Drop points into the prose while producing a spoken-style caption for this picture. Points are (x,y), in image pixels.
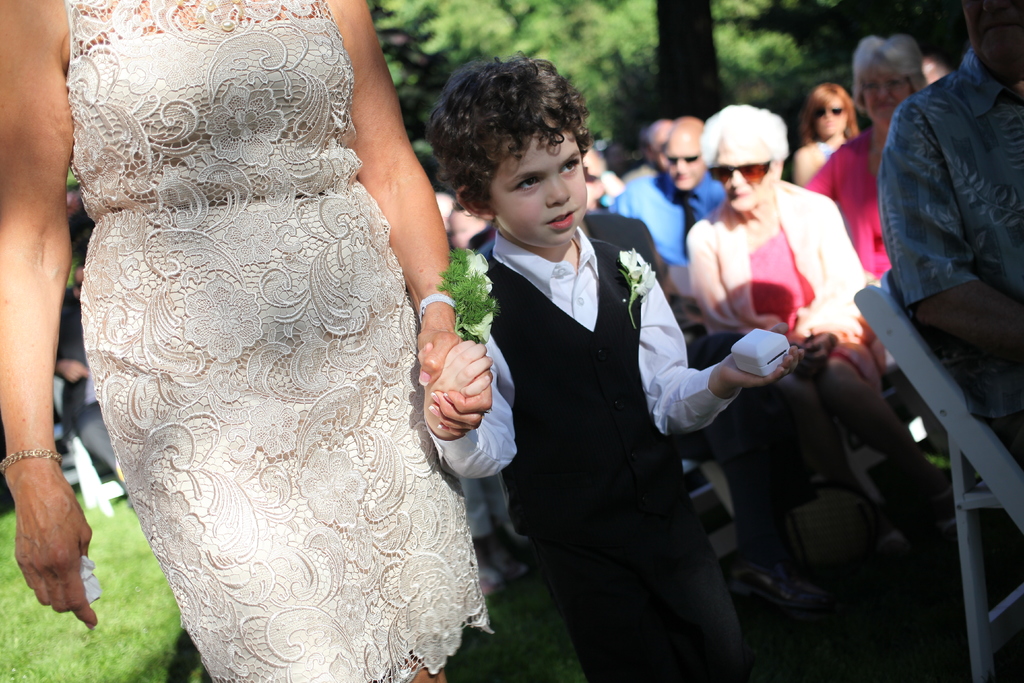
In the foreground of this image (300,369), there is a woman (300,369) in white dress (316,560) and a boy (539,403) holding a white box (744,348) in one hand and the woman's hand (466,401) with the other. In the background (764,233), there are persons (853,251) sitting on the chairs (863,289), trees (495,15) and the grass (151,604).
